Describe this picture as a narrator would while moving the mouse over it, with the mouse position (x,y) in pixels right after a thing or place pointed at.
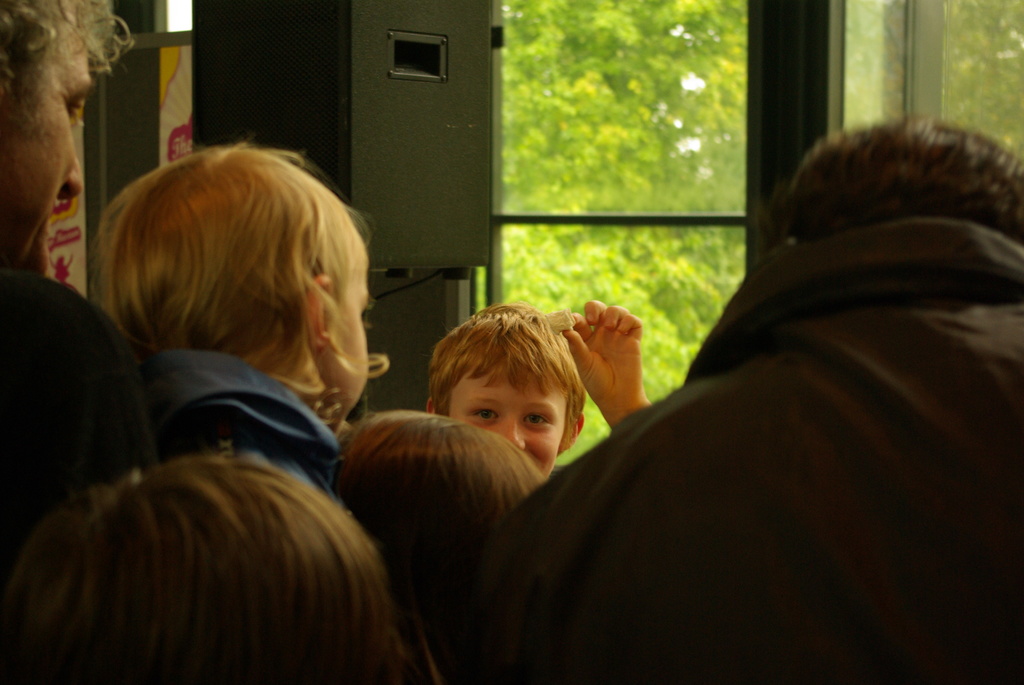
In the picture I can see a kid (559,396) holding an object (563,328) in his hands (628,365) and there is a speaker (457,234) and few trees (609,194) behind him and there are few persons (380,436) standing in front of him.
